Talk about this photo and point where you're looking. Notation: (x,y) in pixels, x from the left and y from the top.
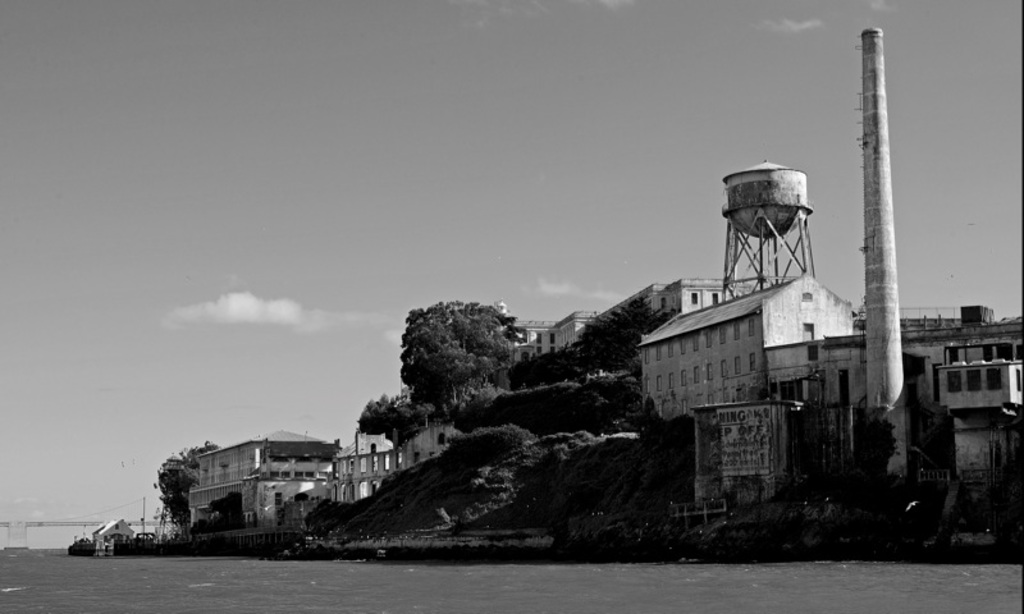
It is a black and white image. I can see the buildings (361,486), water tank (801,275), tower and the trees (494,394). At the bottom of the image (299,568), I can see water (598,597). In the background (420,159), there are clouds (332,327) in the sky (614,200).
